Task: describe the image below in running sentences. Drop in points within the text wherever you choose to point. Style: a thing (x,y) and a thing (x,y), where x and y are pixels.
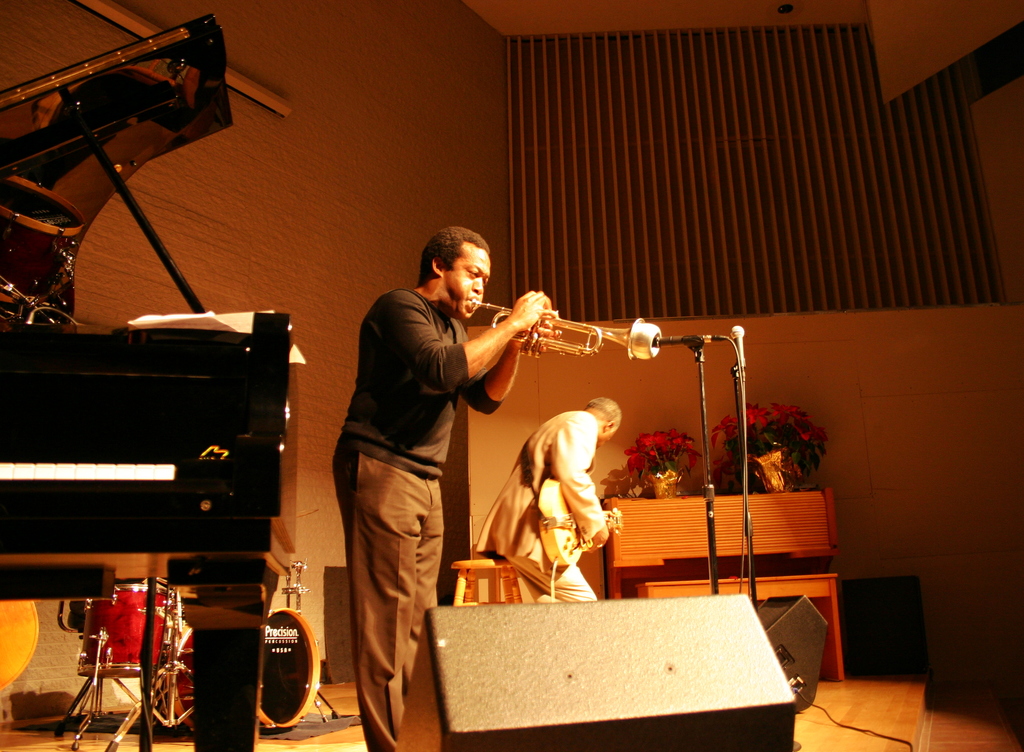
There is a man (389,462) standing and he is playing trumpet (569,351). There is another man (596,543) who is seating on a wooden block (510,574). He is holding a guitar (615,516). At left corner (35,572) there is a piano (60,280).
